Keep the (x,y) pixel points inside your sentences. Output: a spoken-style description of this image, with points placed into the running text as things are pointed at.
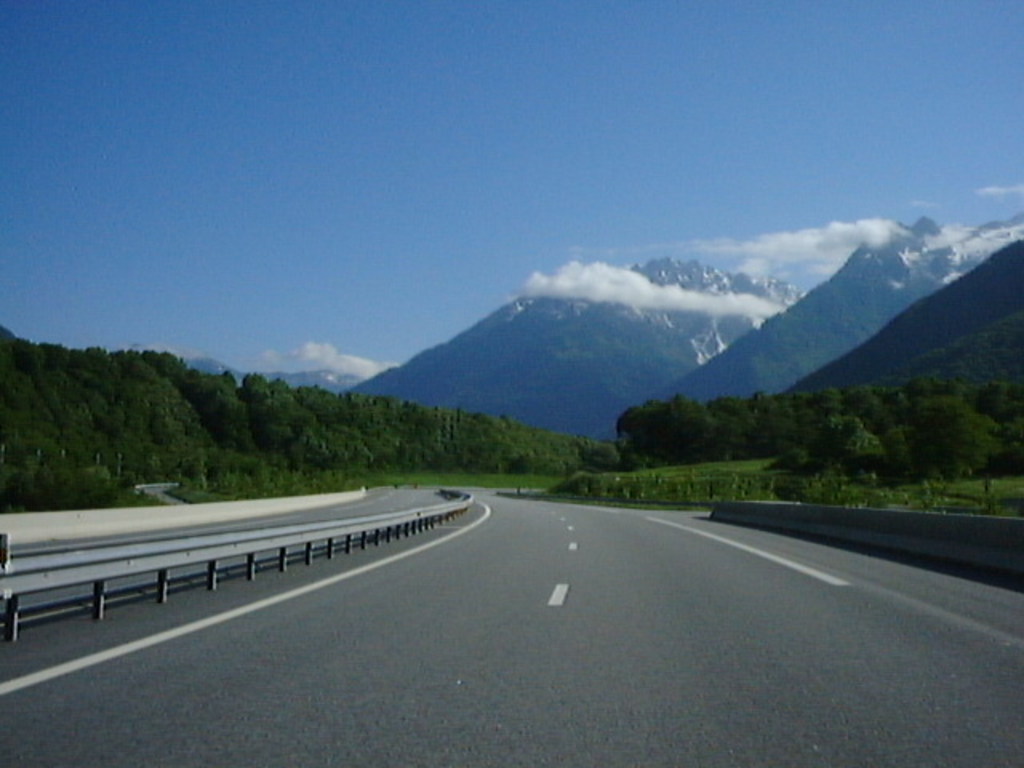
This picture is clicked in the outskirts. At the bottom of the picture (549,602), we see the road (518,609). Beside that, we see a railing (231,536). There are trees (856,396) and hills (781,389) in the background (473,395). At the top of the picture (345,187), we see the sky (345,187), which is blue in color.
